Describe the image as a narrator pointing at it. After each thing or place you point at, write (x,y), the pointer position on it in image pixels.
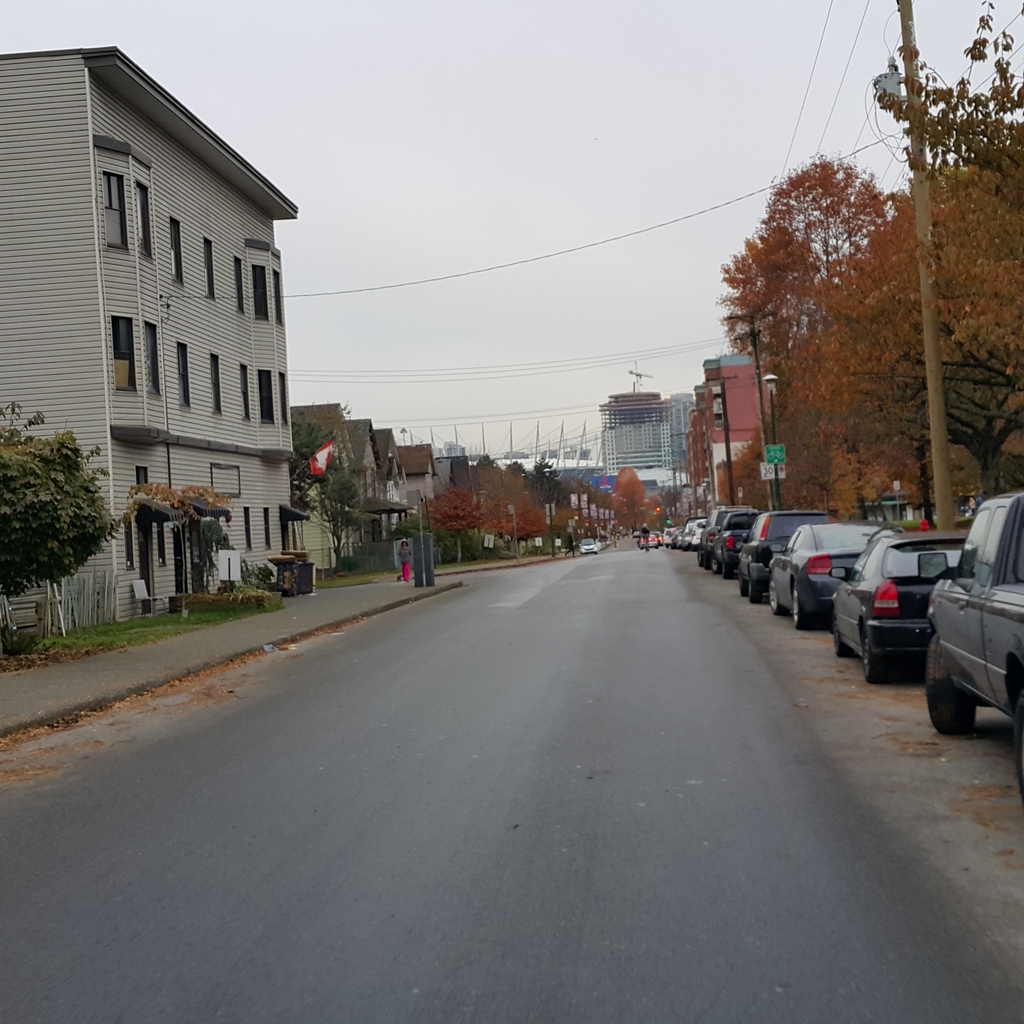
In the picture I can see buildings (253,547), vehicles (982,511), fence (70,608), trees (838,508), poles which has wires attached to them and some other objects (306,571). In the background (557,260) I can see the sky (447,291) and people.
